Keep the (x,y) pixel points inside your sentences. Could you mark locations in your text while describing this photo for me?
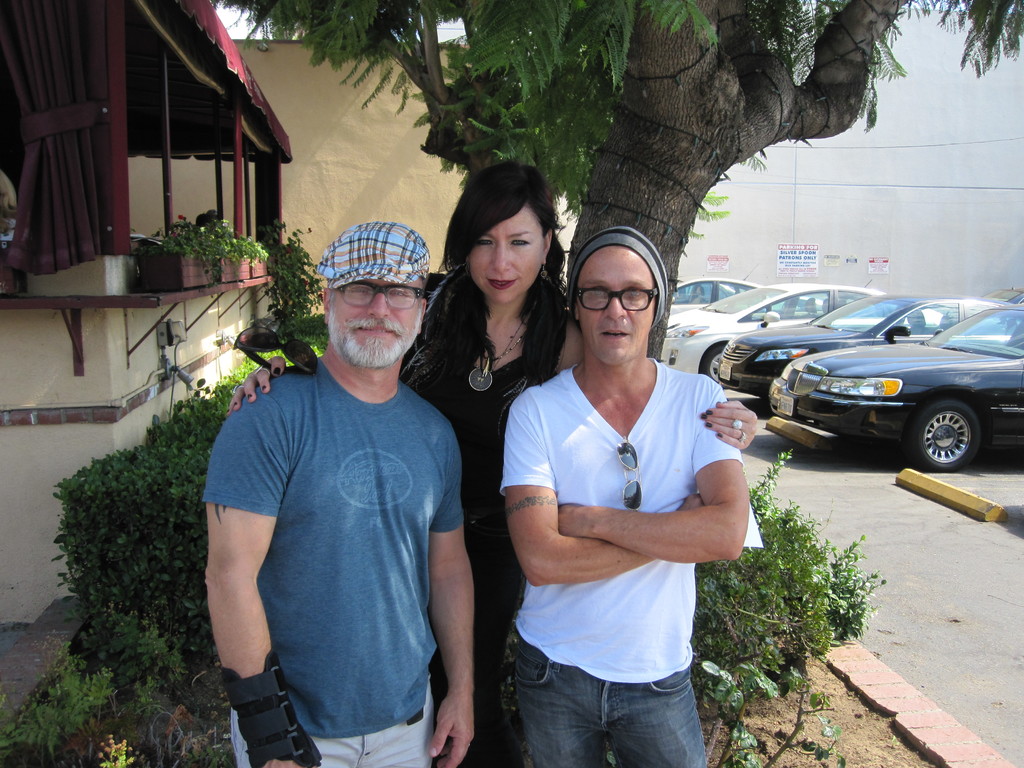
In the image we can see there are people (359,362) standing and there are men (573,302) wearing caps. Behind there are cars (856,297) parked on the road (1021,487) and there is a tree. There are plants (282,251) kept in a pot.
